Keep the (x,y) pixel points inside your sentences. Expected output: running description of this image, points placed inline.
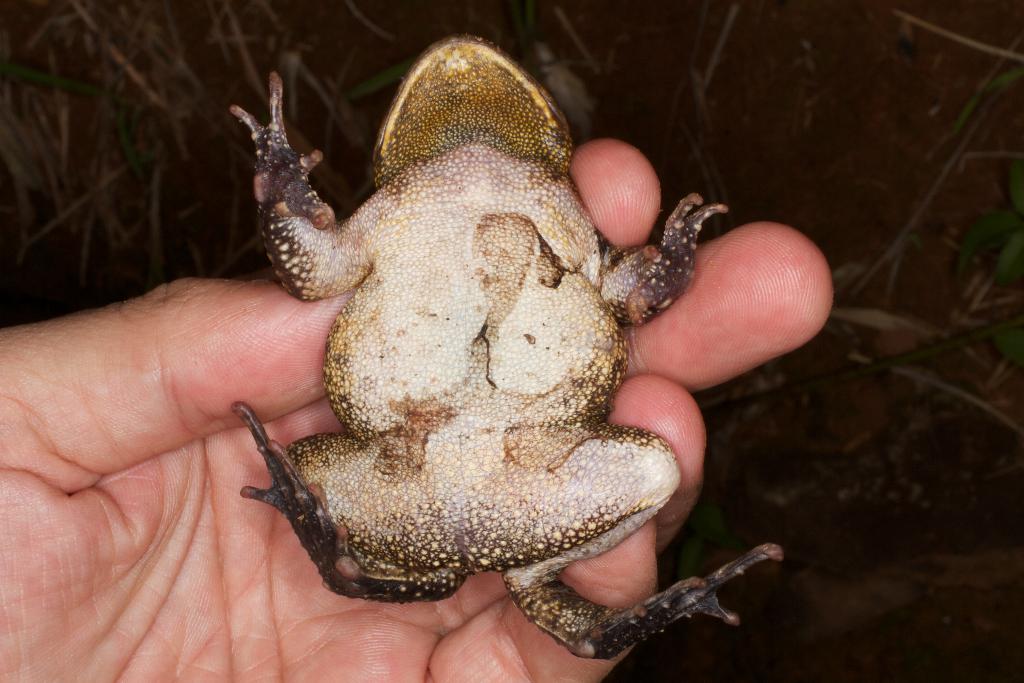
In the foreground of this image (593,334), there is a frog (435,523) holding by a person (166,605). In the background (152,133), it seems like grass (188,87) and the plant (1016,180).
